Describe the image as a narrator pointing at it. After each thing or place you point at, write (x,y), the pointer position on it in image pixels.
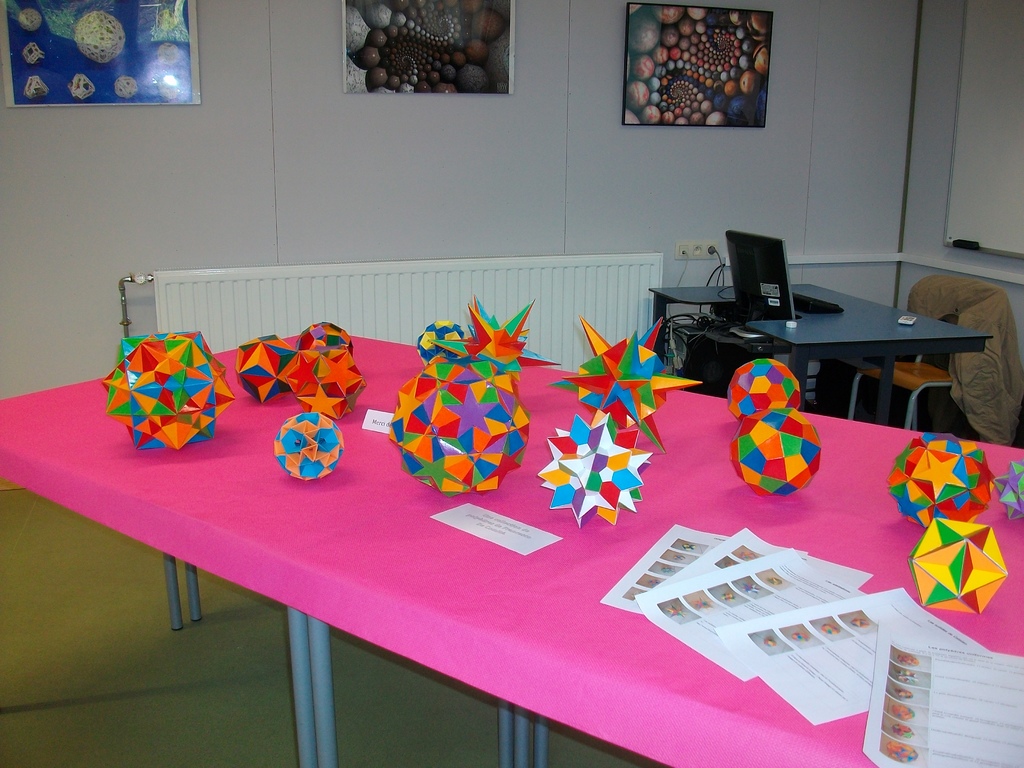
In this image, we can see a table (395,617) contains decors (944,534) and papers (789,616). There is an another table (858,323) on the right side of the image (880,334) contains a monitor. There are wall arts (654,53) at the top of the image (460,62).
